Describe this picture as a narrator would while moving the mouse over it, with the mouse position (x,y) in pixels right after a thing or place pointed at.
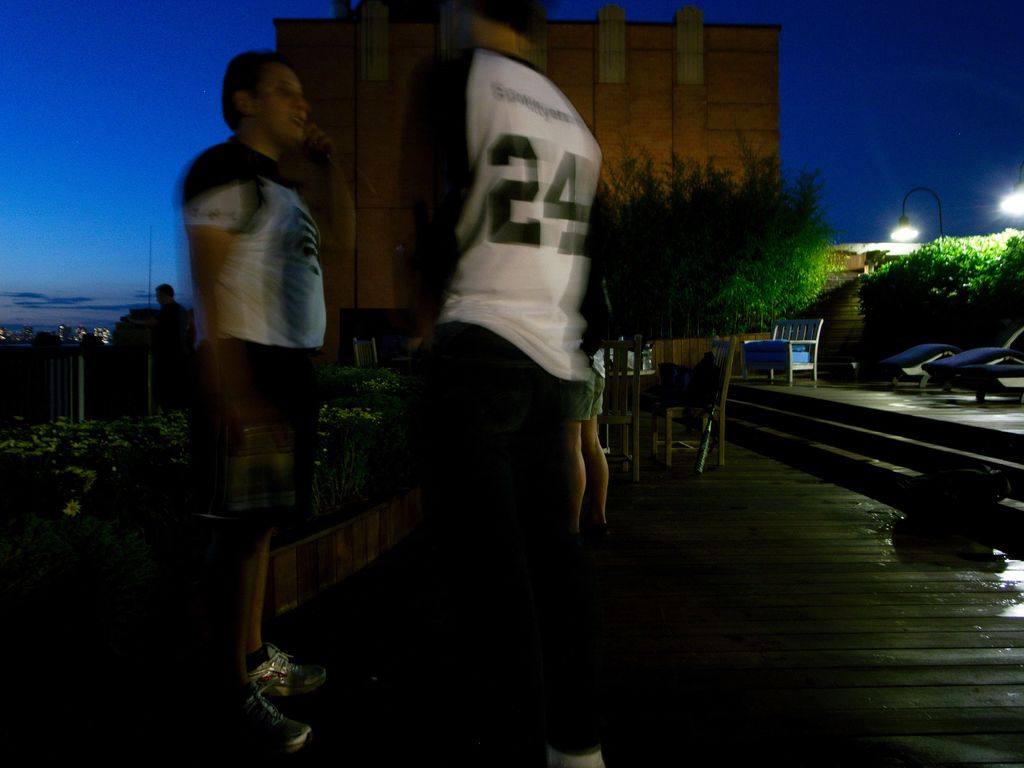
In this picture there are two men (481,325) wearing same dress (263,265). Both of them are standing near to the plants (89,454). On the right (795,333) we can see bed (903,370) and bench (809,345) near to the plants (963,336) and street light (897,226). In the background (747,114) we can see building (737,93) and trees (766,269). On the top left corner (67,61) there is a sky (46,94). Here can see buildings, lights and poles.
